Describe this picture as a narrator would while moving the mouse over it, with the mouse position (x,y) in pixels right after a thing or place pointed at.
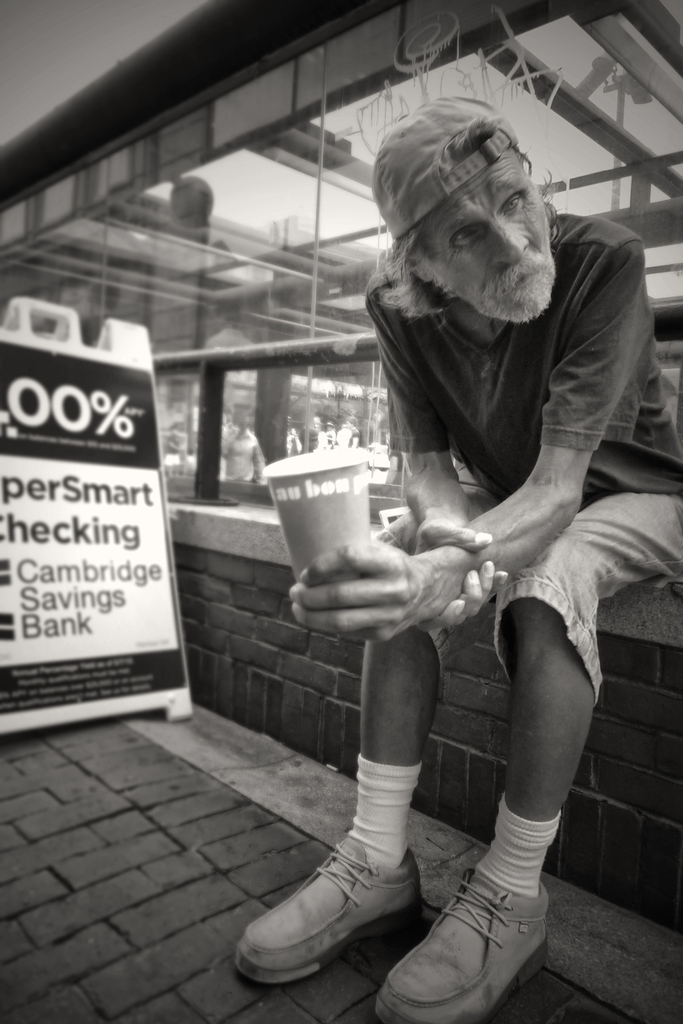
This is a black and white pic. On the right (461,285) a man (438,299) is sitting on a platform (446,673) by holding a cup (364,503) in his hand (367,562) and on the left (108,538) we can see a hoarding (28,577) on the ground (187,823). In the background (93,309) we can see glass doors (226,244) and wall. Through glass doors (240,390) we can see few persons (259,468) and poles (639,204).
